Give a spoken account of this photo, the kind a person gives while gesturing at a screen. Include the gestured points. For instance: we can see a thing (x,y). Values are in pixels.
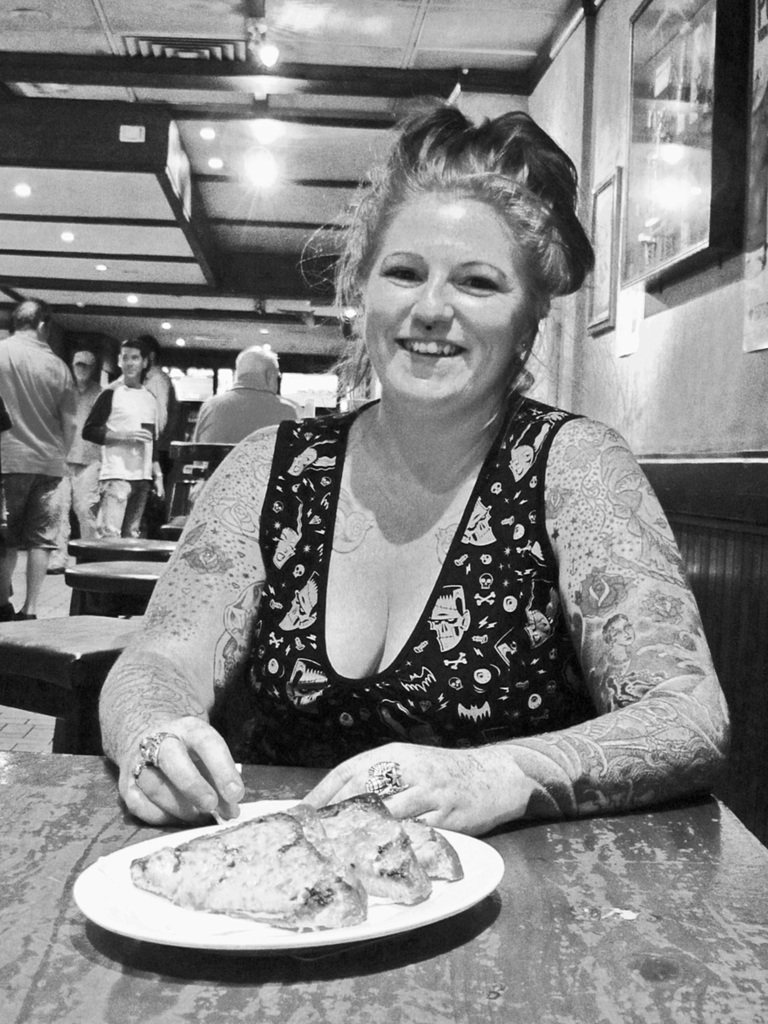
In this picture we can see a woman (517,679) is sitting in front of a table (410,991), there is a plate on the table (371,965), we can see some food (417,853) in this plate (355,936), in the background (44,374) there are some people (31,379) standing, on the right side (725,328) there is a wall (733,326), we can see a photo frame (604,305) on the wall (695,336), there are some lights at the top of the picture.
